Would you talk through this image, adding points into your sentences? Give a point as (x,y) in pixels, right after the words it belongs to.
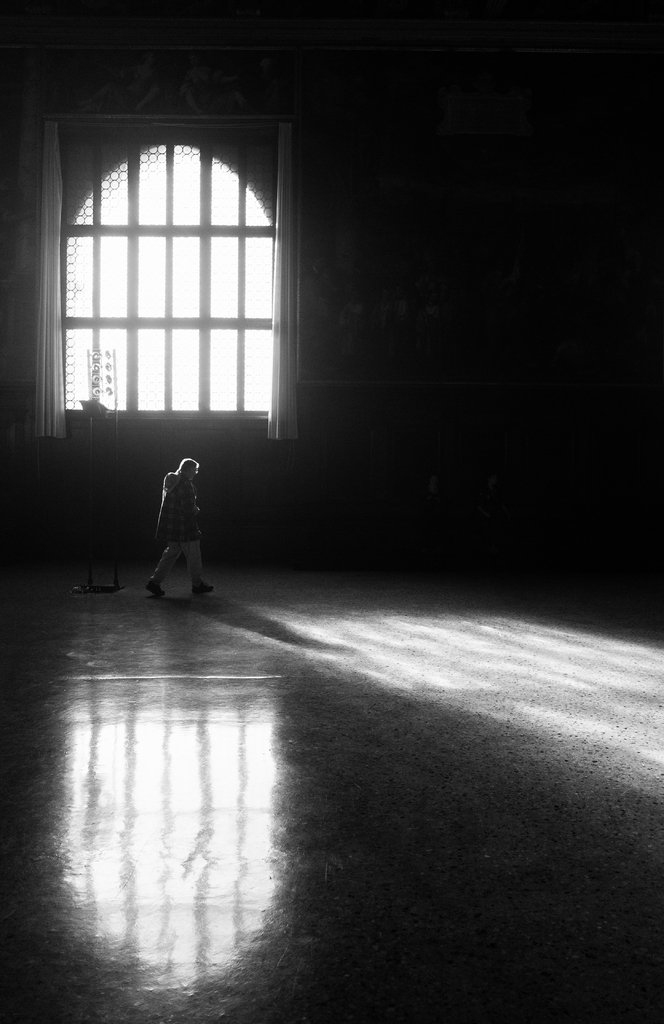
This image consists of a person (182,509) walking. At the bottom (267,821), there is a floor (282,582). In the background (121,336), there is a window (226,335) along with a curtain (44,238) and a wall (542,531).
